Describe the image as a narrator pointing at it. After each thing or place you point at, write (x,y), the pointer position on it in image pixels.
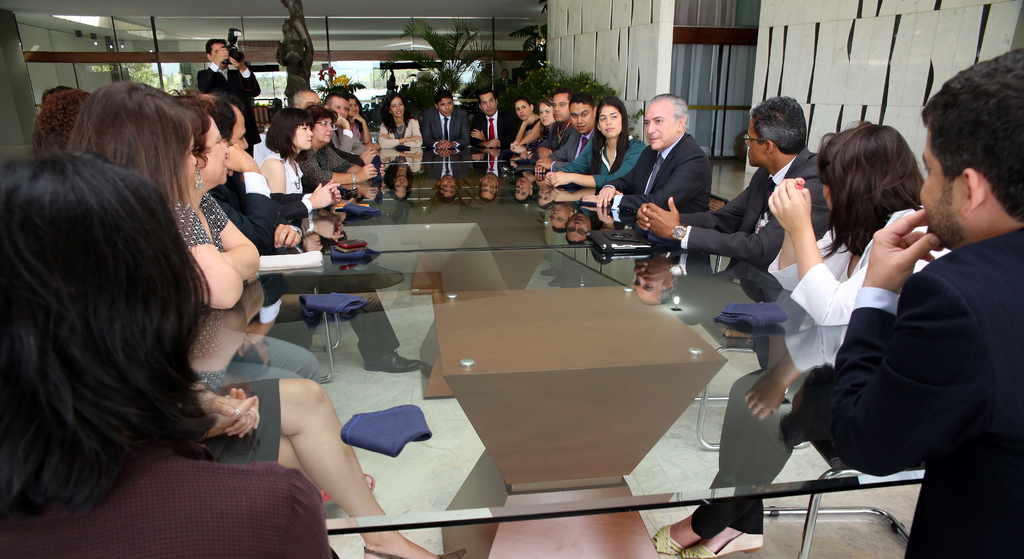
Most of the persons (890,351) are sitting on chair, on this table (632,284) there is a cloth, laptop (623,232) and things (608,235). Far there are plants (425,103). This man (243,91) is standing and holding a camera (236,55). On this wall (635,62) there are stone panels (841,58).
